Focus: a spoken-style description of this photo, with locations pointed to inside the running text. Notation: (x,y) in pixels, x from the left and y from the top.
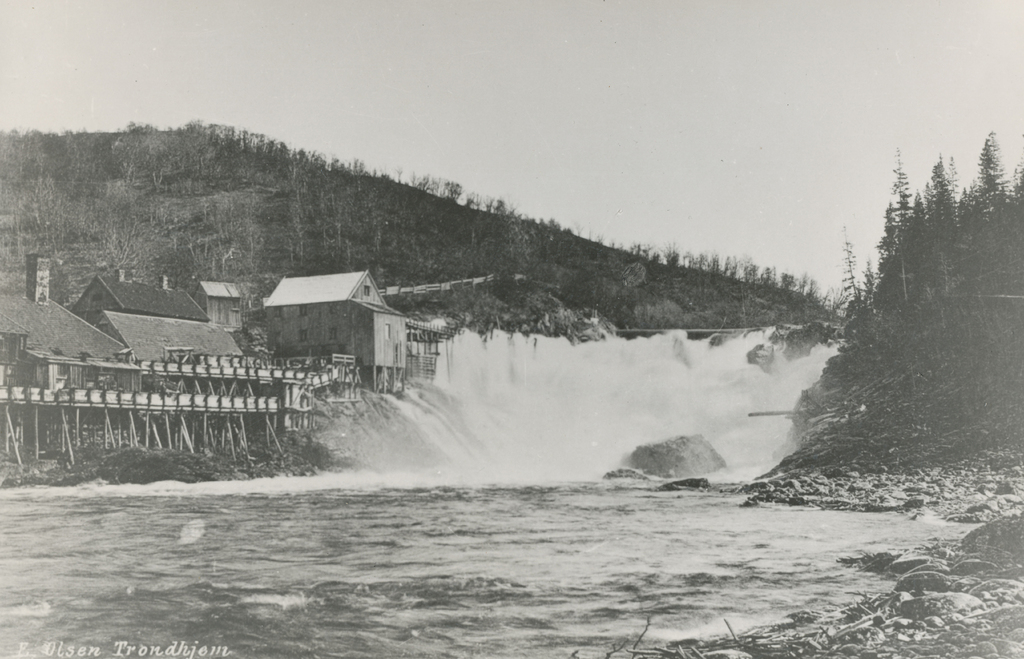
In this image there is a river (520,546) at bottom of this image (444,555) and there are some buildings (322,358) in middle of this image (355,319). There is a mountain (264,224) at top of this image (249,213) and there is a sky (622,114) at top of this image (622,114).
